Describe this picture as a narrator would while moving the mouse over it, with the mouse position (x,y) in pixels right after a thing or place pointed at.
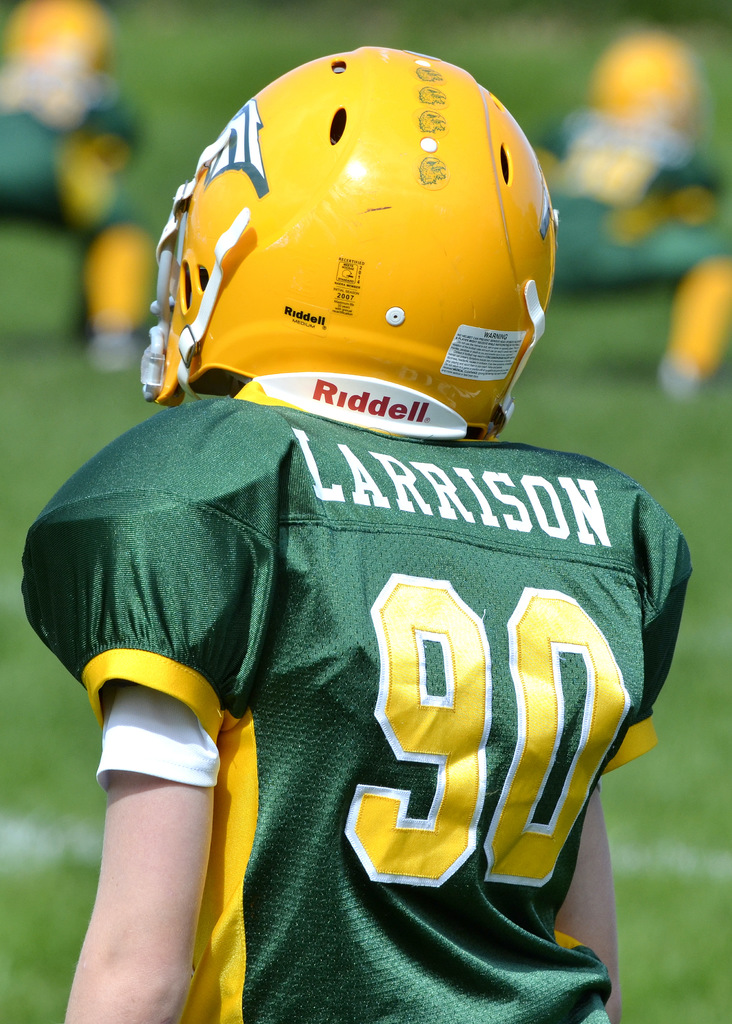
In this picture there is a person (445,445) with green t-shirt (409,552) and yellow helmet (457,339) and there is text (445,486) on the t-shirt (335,448) and on the helmet (335,143). At the back (35,166) there are two people (50,166). At the bottom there is grass (678,514).
